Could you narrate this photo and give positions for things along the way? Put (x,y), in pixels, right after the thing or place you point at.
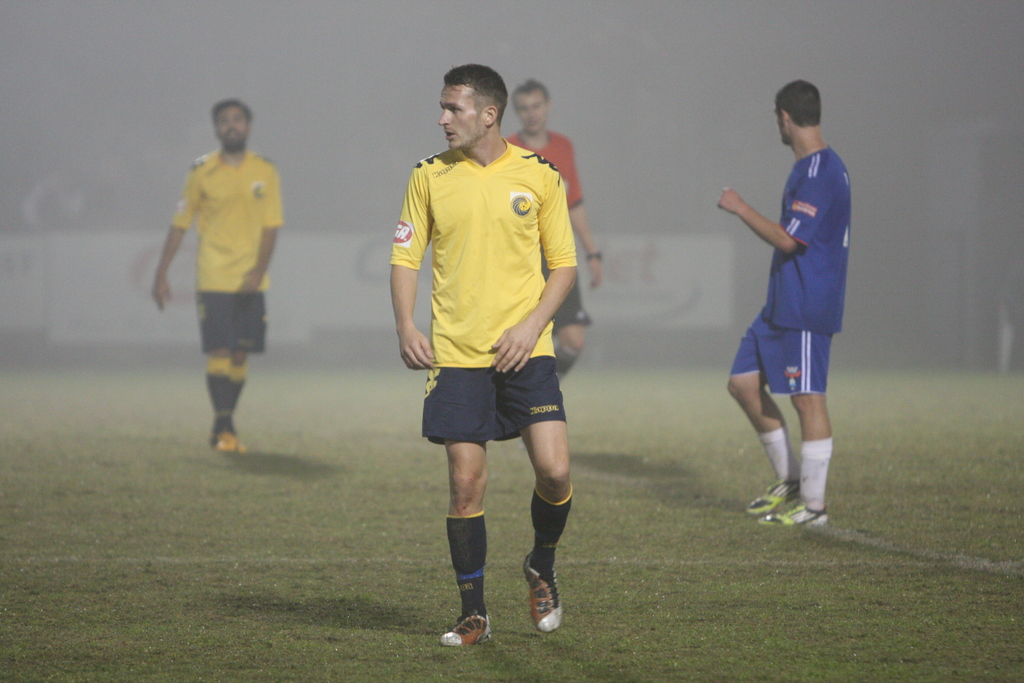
In this image there are a few people (255,302) walking on the ground (468,678). The background (366,273) is not clear.
